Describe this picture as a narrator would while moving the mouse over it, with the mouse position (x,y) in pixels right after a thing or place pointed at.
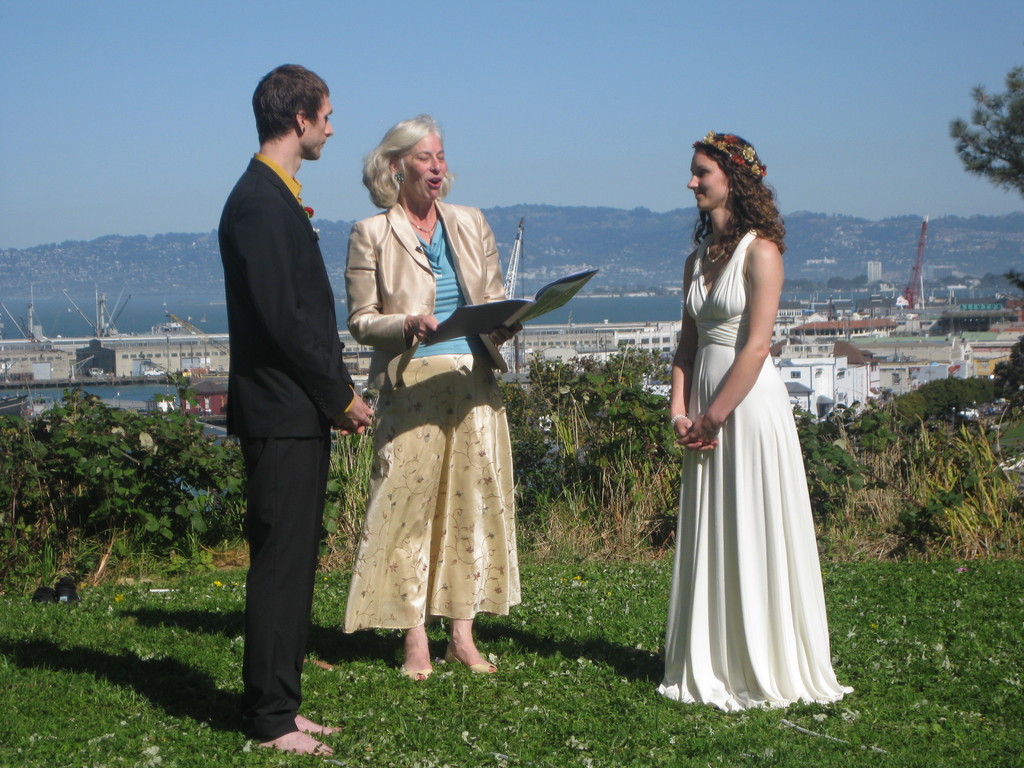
In this picture we can see a bride (782,688), a groom (278,277), and an old lady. The bride (722,213) is standing on the right side (812,665) wearing a white gown (798,516) and the groom (265,733) is standing on the left side (280,732) wearing a black blazer (288,286) and black pant (308,452). In the centre (355,305) we have an old lady (399,131) reciting the vows for the wedding. They are standing on grass (82,621) surrounded by beautiful scenery (215,219).
